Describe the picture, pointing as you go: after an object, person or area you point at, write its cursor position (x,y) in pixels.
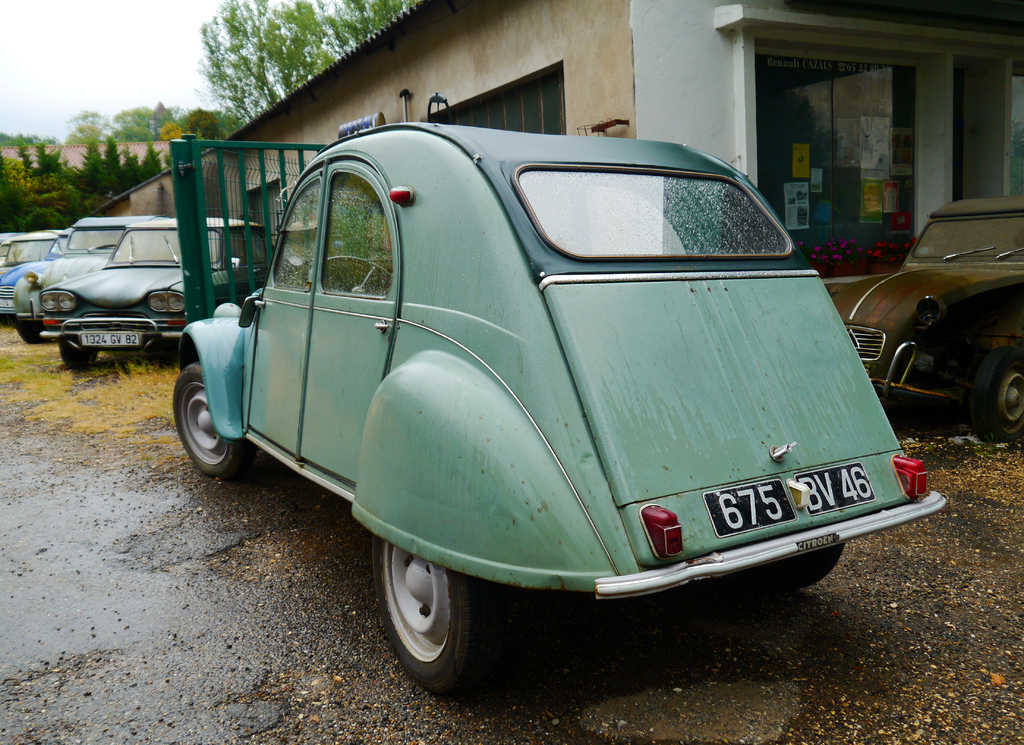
In this image we can see group of vehicles (387,338) parked on the ground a metal fence (200,260). In the background (331,125), we can see a building (341,117) with a group of windows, a group of trees (253,61) and the sky (129,36).
